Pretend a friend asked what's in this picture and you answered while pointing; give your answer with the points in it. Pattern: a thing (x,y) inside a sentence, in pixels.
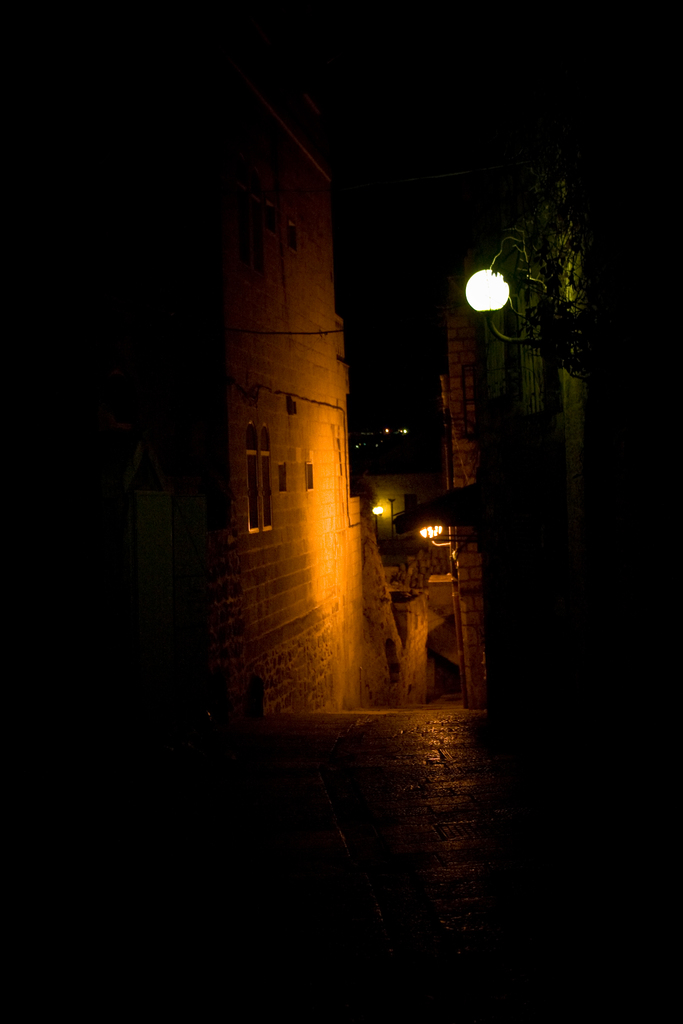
In this image we can see buildings (535,382), street light (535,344) and sky (393,291).
